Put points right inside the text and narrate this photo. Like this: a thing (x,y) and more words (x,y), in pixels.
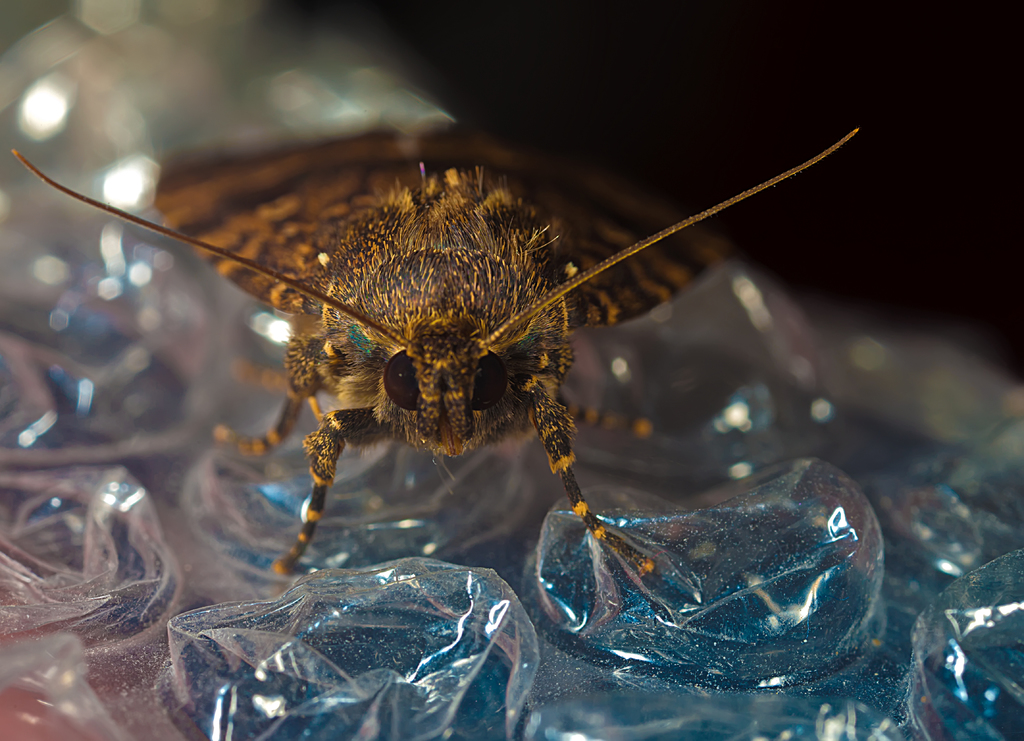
In this image there is an insect (244,188) on the cover (259,348), the background of the image (700,79) is dark.
